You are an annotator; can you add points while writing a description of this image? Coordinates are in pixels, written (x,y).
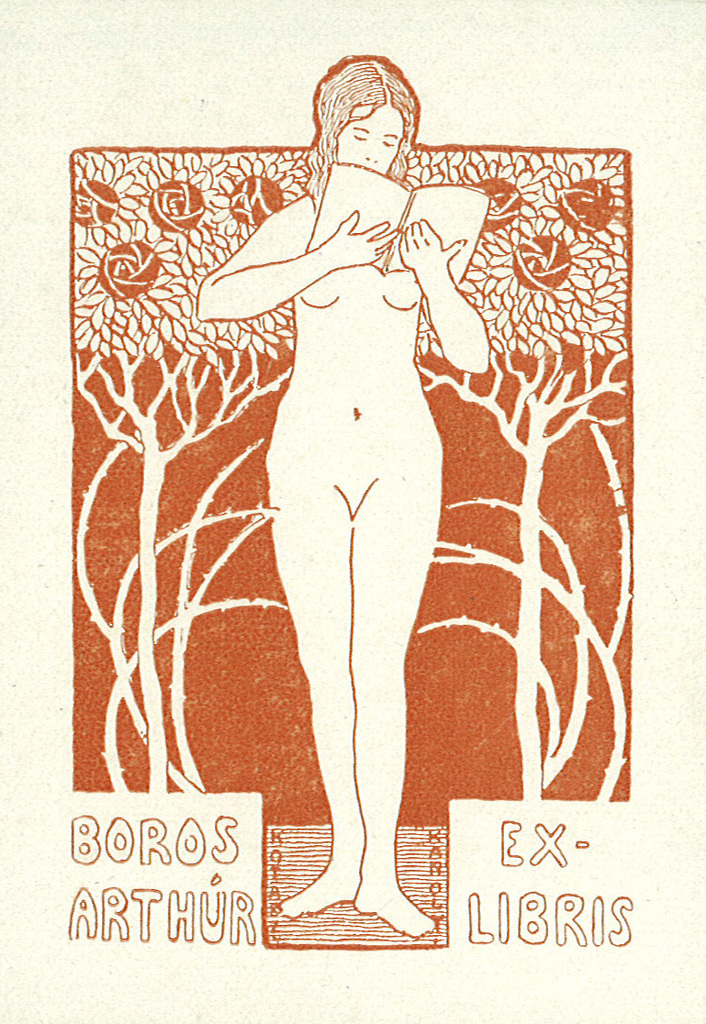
This is a drawing. In this image we can see drawing of a woman (267,313).
